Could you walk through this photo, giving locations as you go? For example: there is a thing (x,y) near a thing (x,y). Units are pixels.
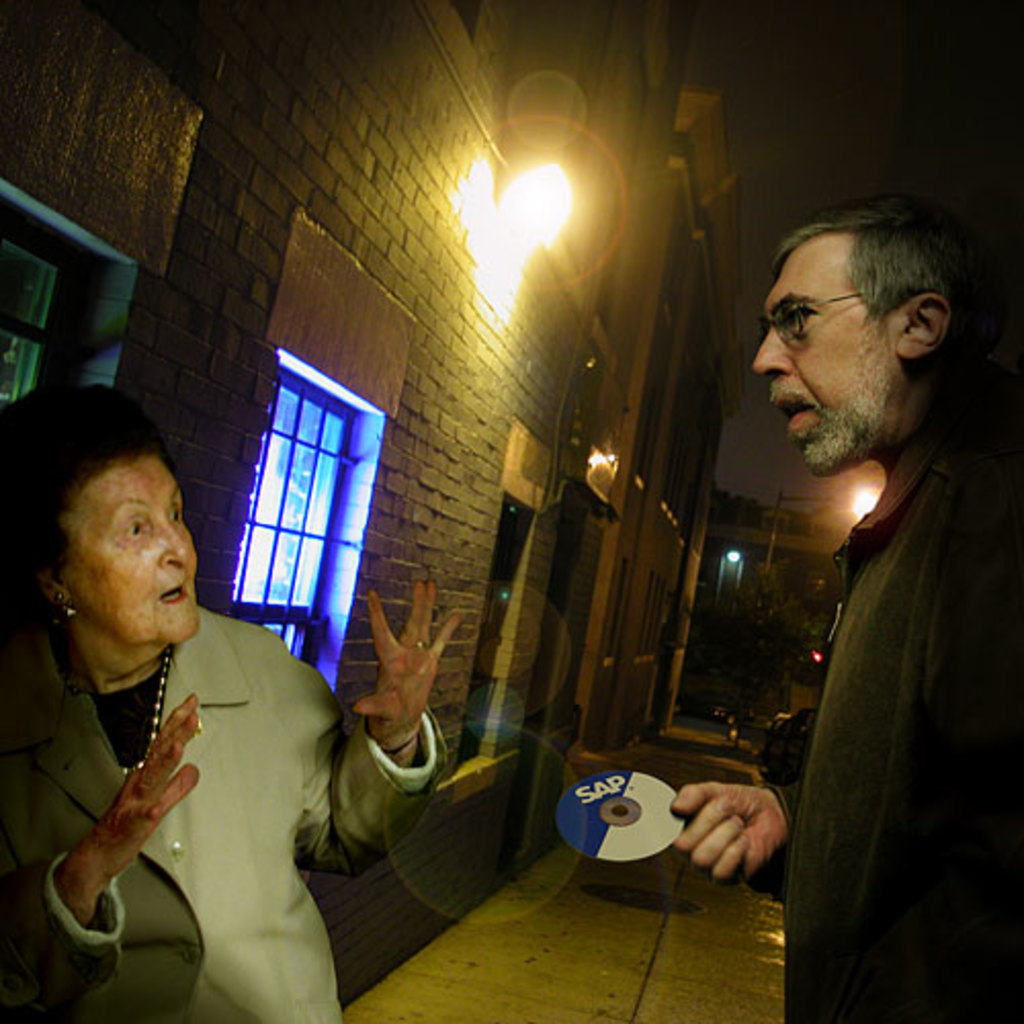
In this image, we can see people (203,777) standing and one of them is wearing glasses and holding a CD (643,785). In the background (324,263), there are windows (282,360) to a building (402,267) and we can see some lights (535,176) and poles (776,531). At the bottom (581,969), there is floor (595,961).
